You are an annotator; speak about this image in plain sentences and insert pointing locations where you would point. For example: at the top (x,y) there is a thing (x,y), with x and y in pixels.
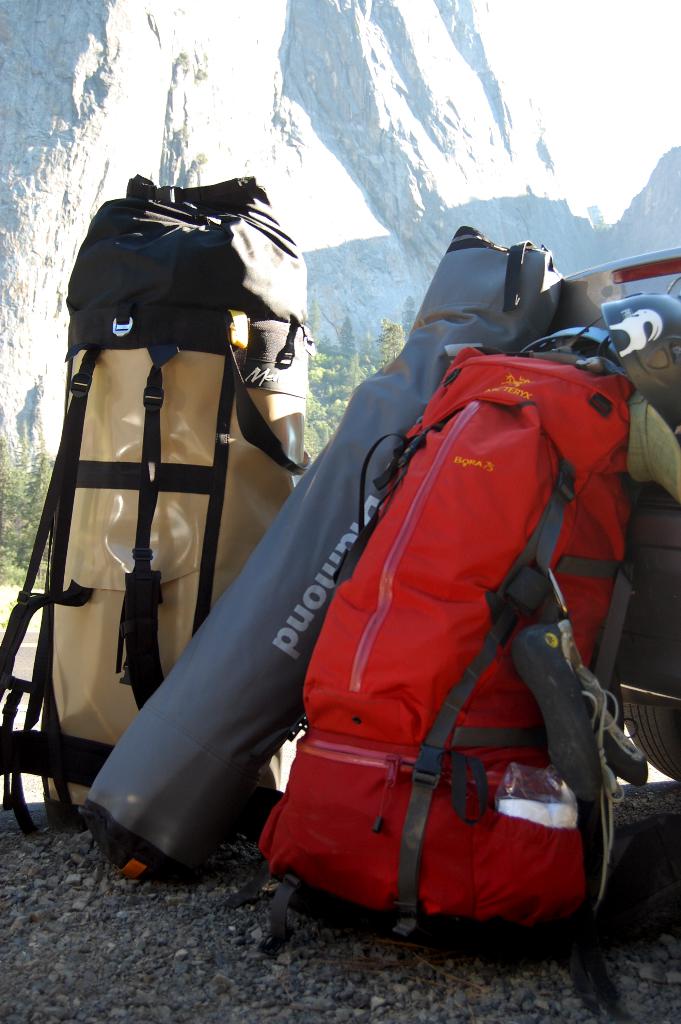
In this image i can see three bags (388,696) on the ground (258,923).
